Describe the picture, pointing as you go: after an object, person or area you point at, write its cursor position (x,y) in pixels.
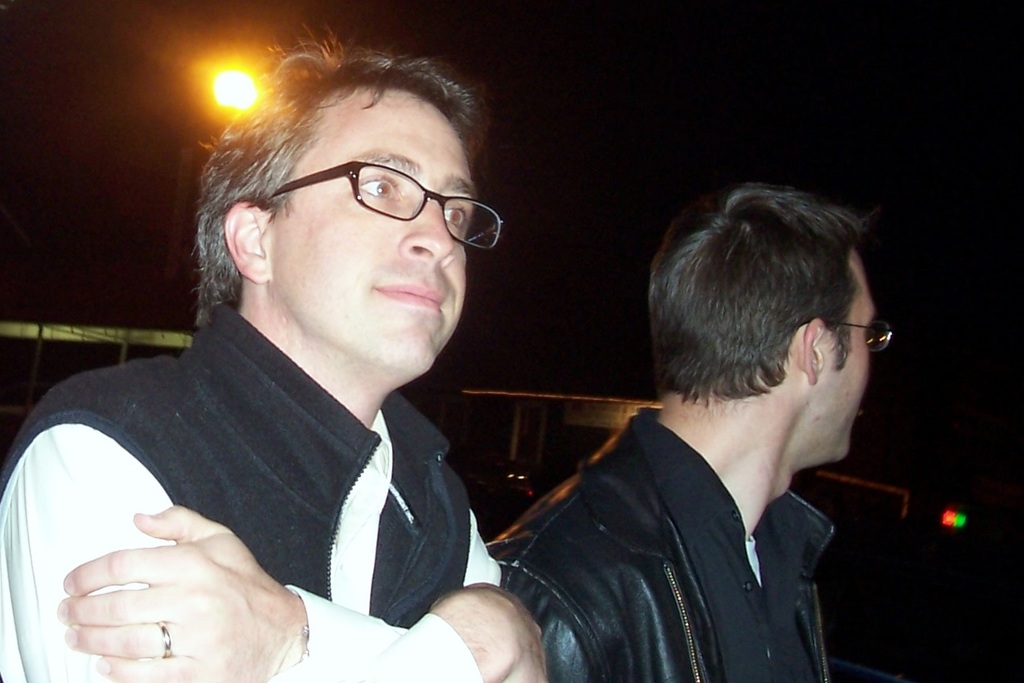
In the foreground of the image (368,420) there are two people (708,390) wearing spectacles (469,204). In the background of the image (158,236) there is sky (715,44), light pole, vehicles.
